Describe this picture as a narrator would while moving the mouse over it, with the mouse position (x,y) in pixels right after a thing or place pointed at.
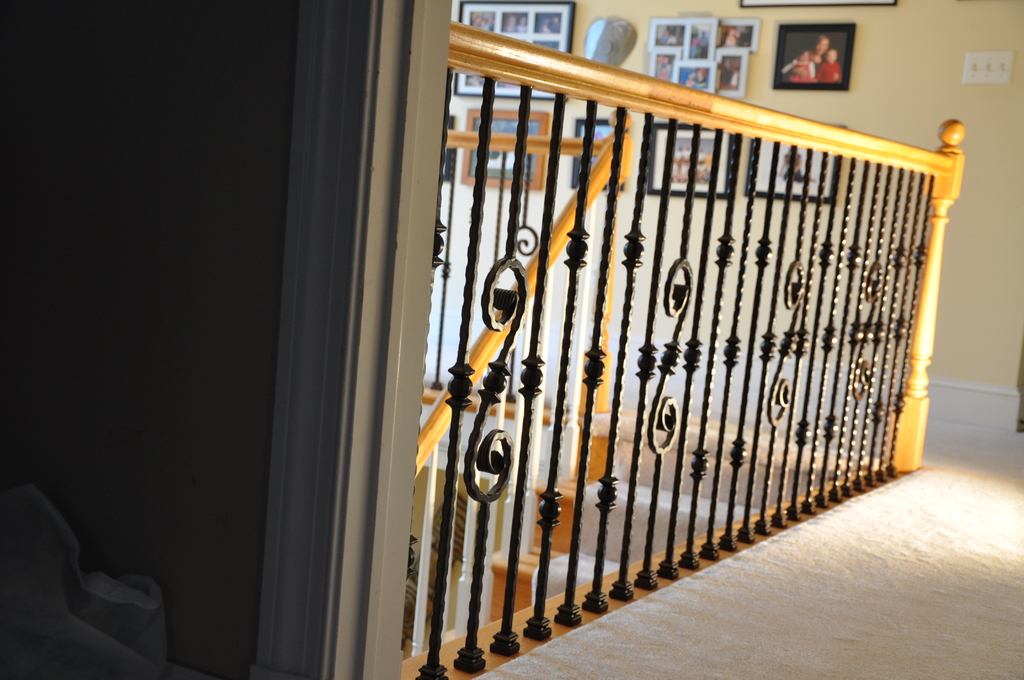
It is above the stairs (502,562) inside a house (664,528), there is a railing (427,548) and in front of that there is a wall (858,28) and there are a lot of photo frames (719,43) attached to the wall (915,47), beside the photo frames (826,50) there is a plug board (983,63).
